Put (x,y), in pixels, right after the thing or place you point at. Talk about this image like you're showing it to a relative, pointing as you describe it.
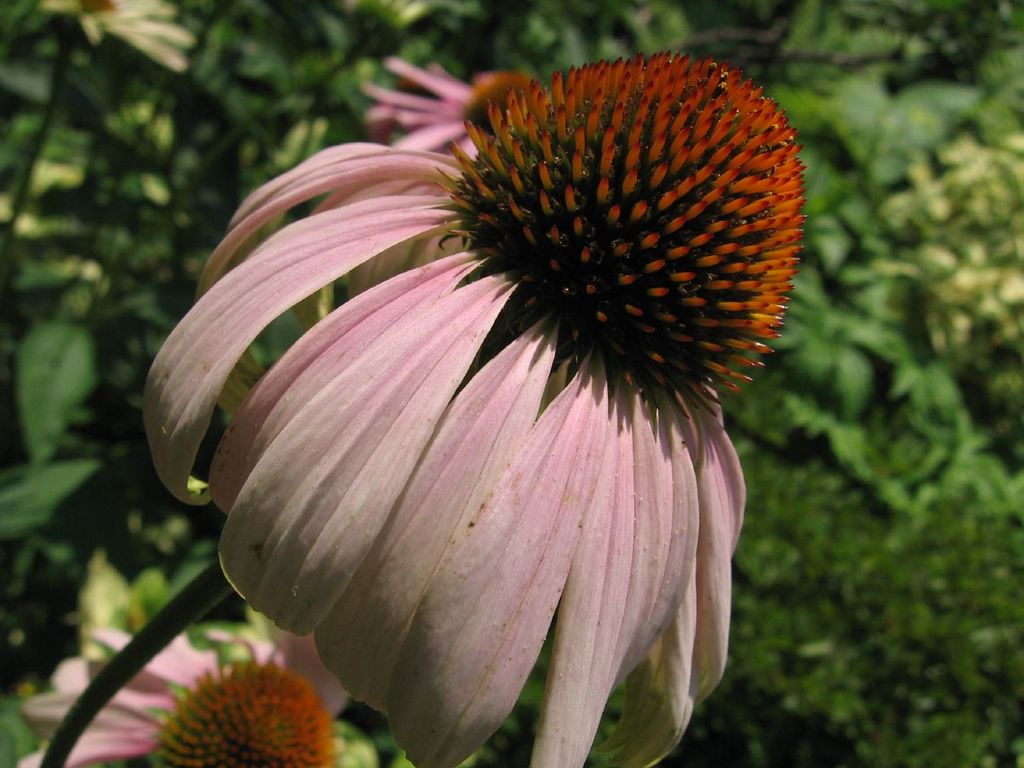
In this image there is a flower (506,482), there are plants (881,167) behind the flowers (596,248).
